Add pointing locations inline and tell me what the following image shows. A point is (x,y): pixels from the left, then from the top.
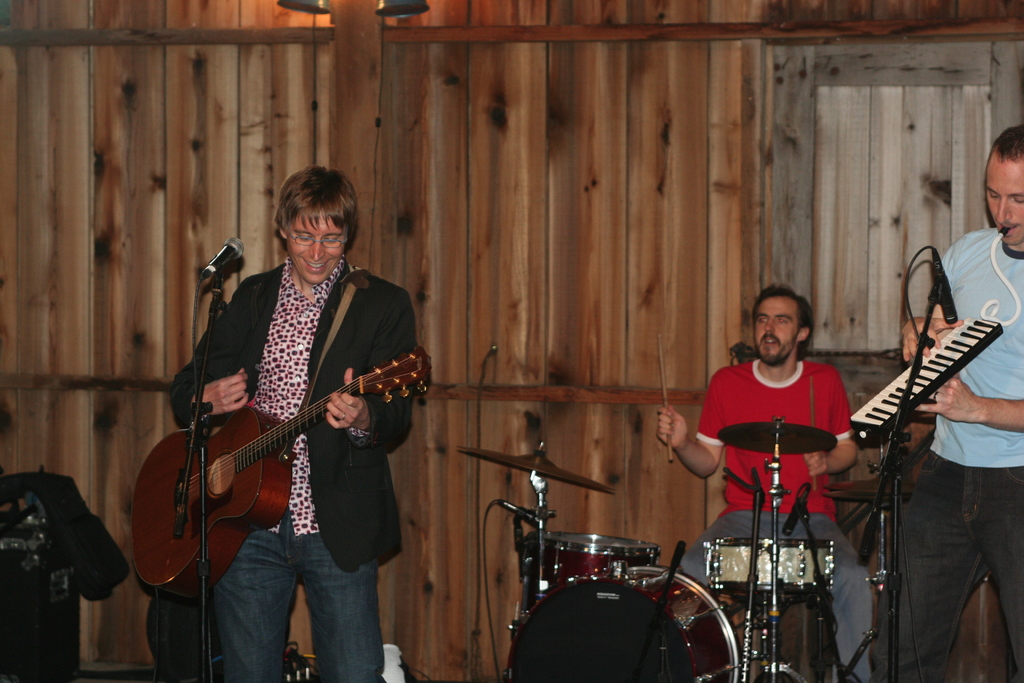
a person (257,533) is standing and playing a brown guitar (243,473) on the left (236,449). at the right (963,510) a person (940,335) is playing keyboard (933,367). behind them a person (785,471) is sitting wearing red t shirt (766,396) and playing drums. behind them there is a wooden wall (576,181).
